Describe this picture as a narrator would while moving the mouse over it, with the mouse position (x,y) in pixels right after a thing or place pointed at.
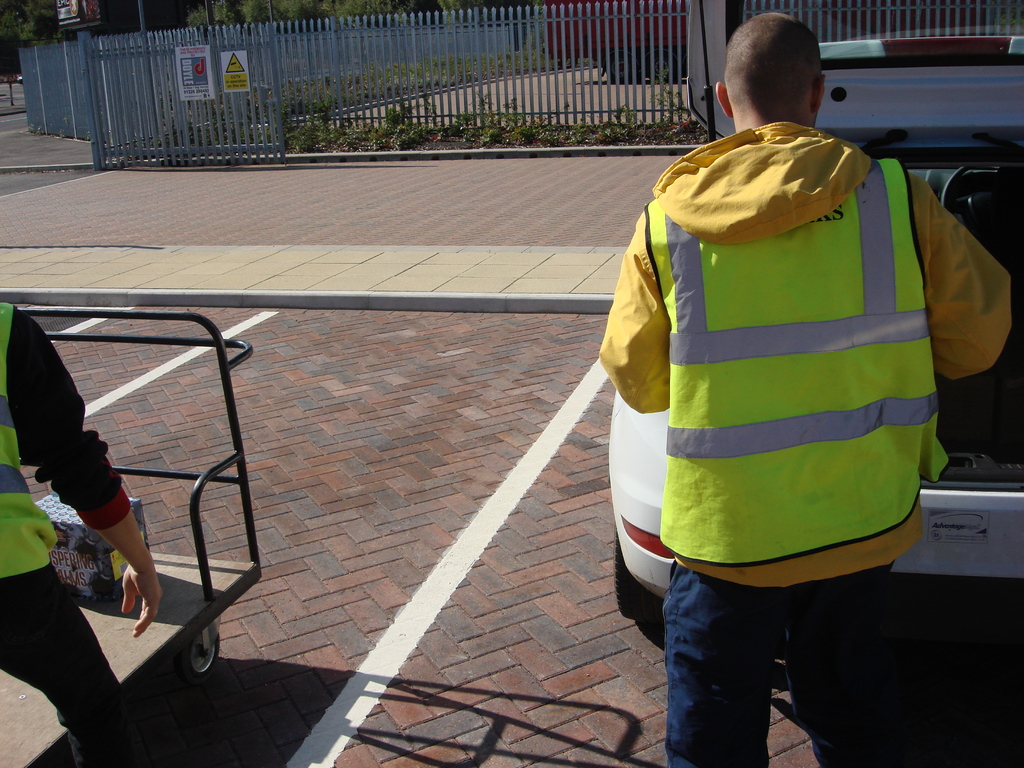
In the foreground of this image (210,597), there is a cart (186,629) on which there is an object (86,590) and beside it there is a man (78,686) on the pavement (226,729). On the right (828,459), there is a man (812,469) standing and behind him, there is a car (992,508) with open boot (980,482). In the background (434,79), there is fencing (326,68), few boards (224,63), plants (441,139) and trees (192,18).
